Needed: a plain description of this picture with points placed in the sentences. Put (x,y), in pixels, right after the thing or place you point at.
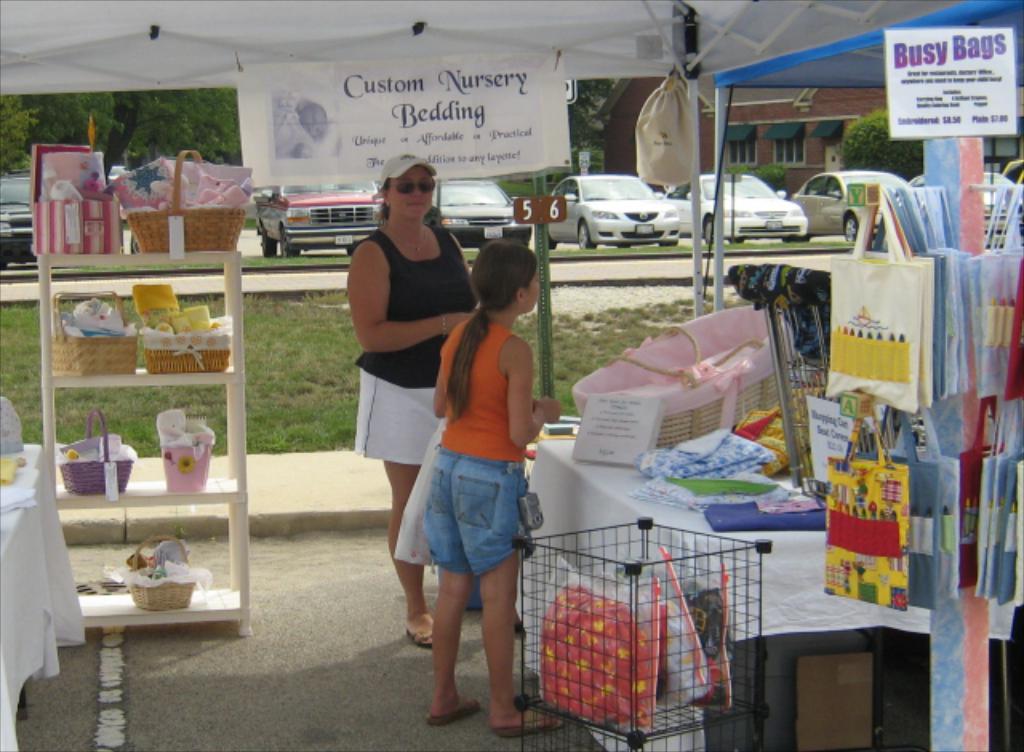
In this image we can see people (399,322), grass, rack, baskets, tablecloths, mesh container (664,649), bags (639,677), posters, banner (308,126), pole (698,313), tent (1020,75), road (371,662), cars (824,197), trees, plants (759,174), windows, house (746,157), and other objects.
